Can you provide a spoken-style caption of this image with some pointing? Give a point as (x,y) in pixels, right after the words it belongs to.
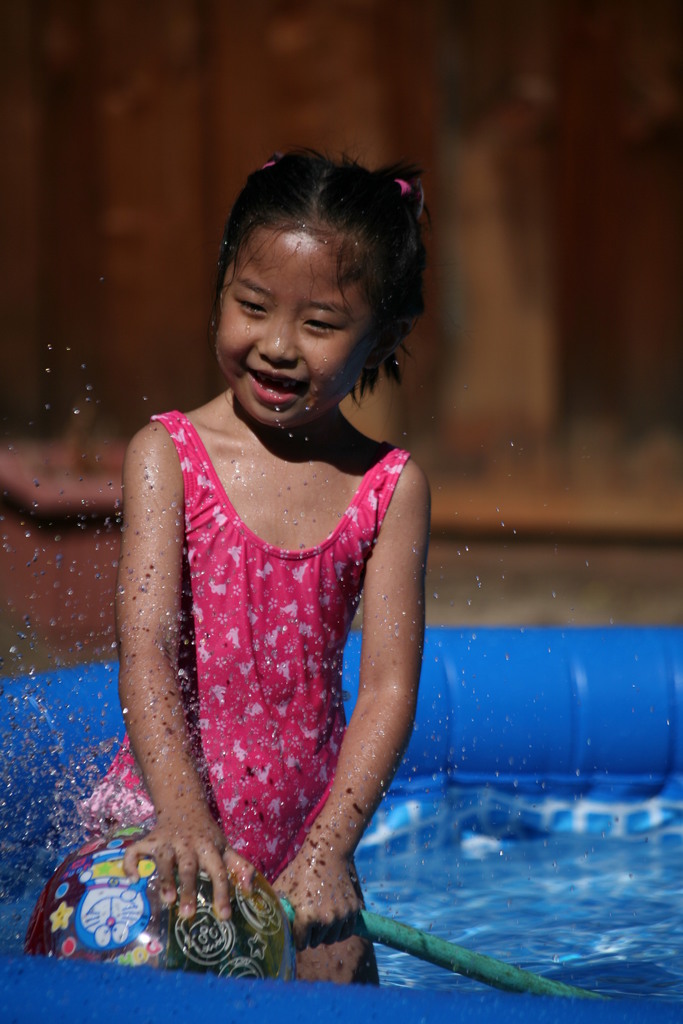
In the middle of the image (401,548) a girl (136,849) is standing in the pool (166,972) and holding a ball (125,842) and smiling. Background of the image (637,446) is blur.
